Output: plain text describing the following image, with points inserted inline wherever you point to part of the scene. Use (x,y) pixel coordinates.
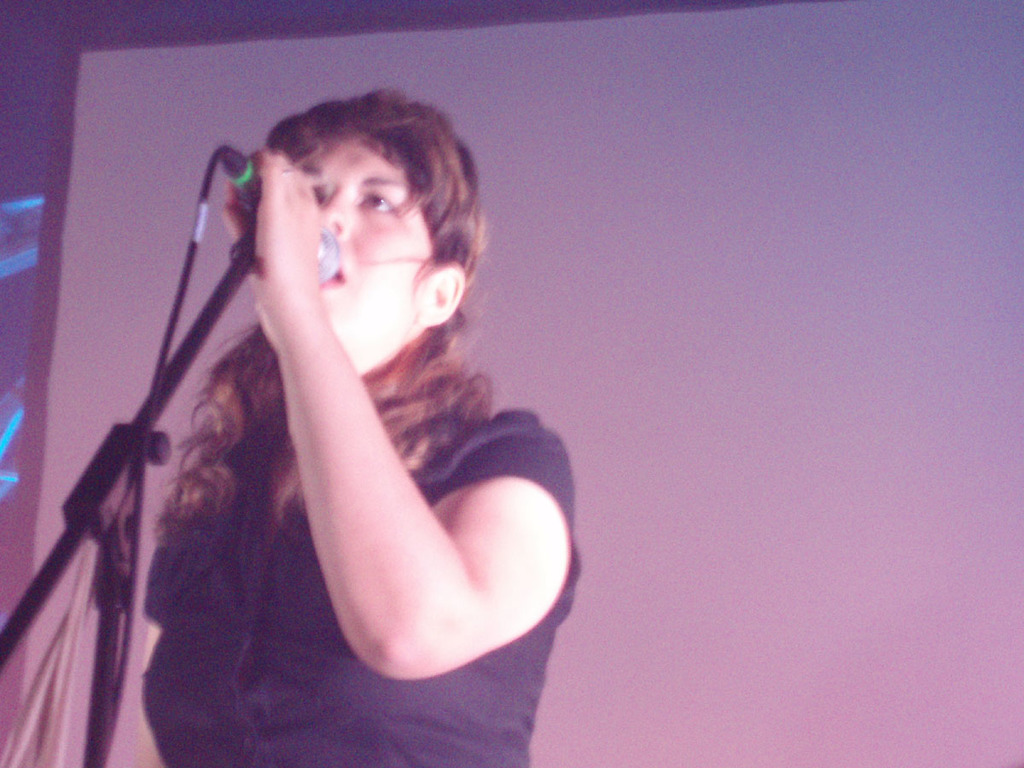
In this picture there is a woman (460,289) standing and holding the microphone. At the back (153,175) there is a screen (775,263).
